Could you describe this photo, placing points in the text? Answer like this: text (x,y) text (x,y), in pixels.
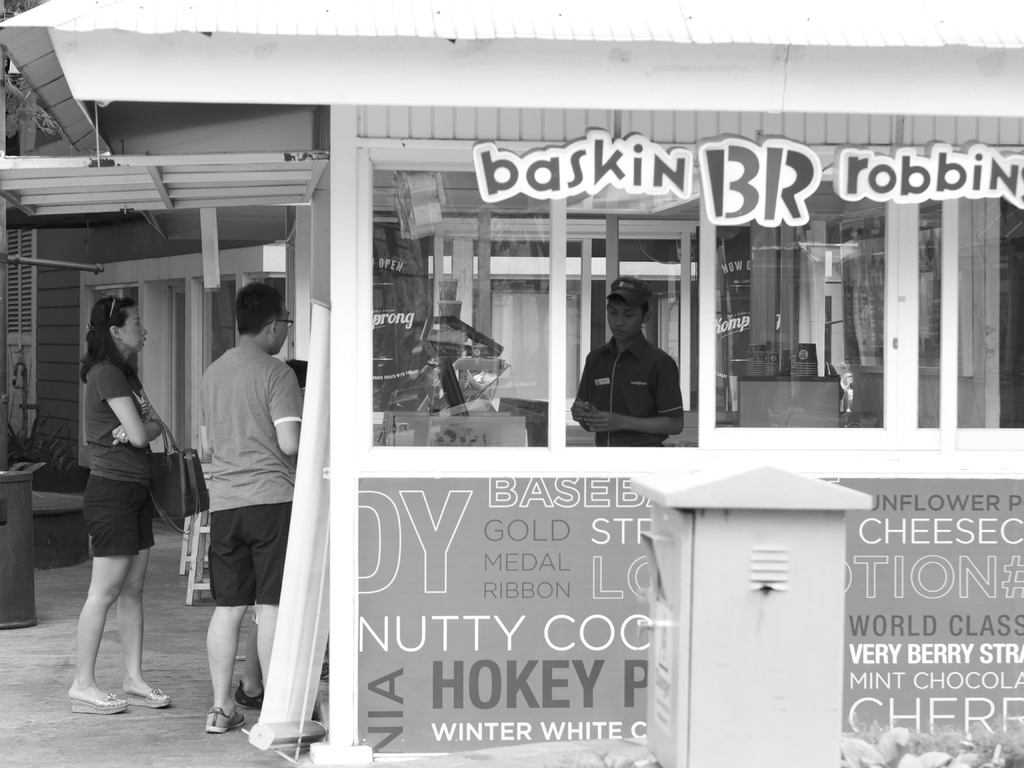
In this picture we can see a shop (582,331) in which there is a person (612,374) who is standing and few people (212,568) are standing outside and talking, behind we can see some walls (130,279).
